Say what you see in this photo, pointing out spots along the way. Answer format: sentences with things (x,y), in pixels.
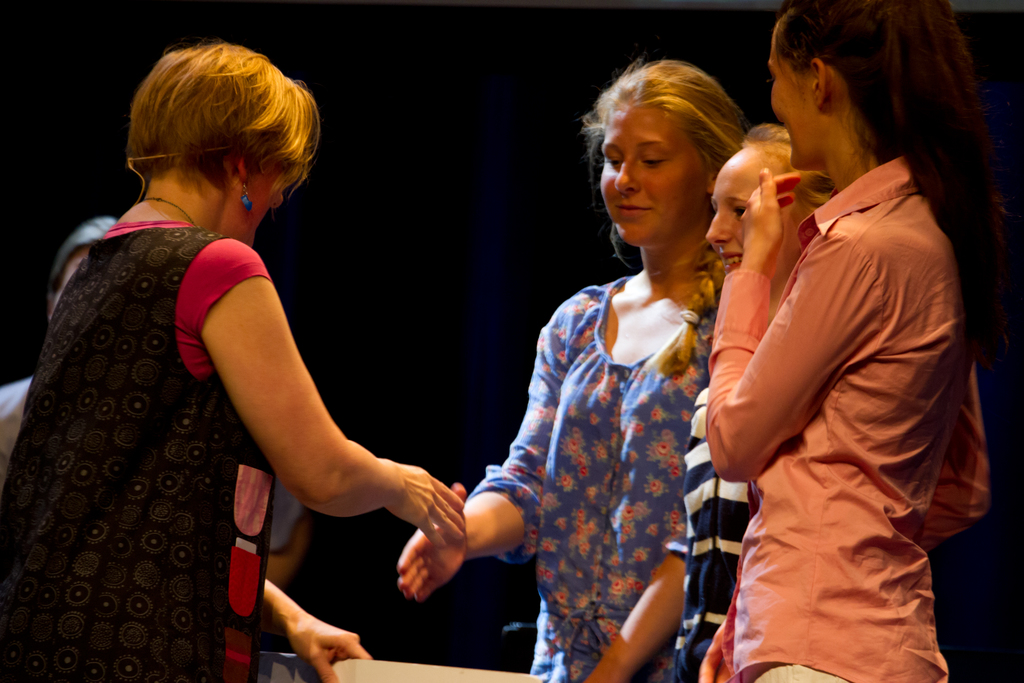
In the image we can see there are people (339,499) standing and a woman (443,529) is holding another woman's hand (448,559).
